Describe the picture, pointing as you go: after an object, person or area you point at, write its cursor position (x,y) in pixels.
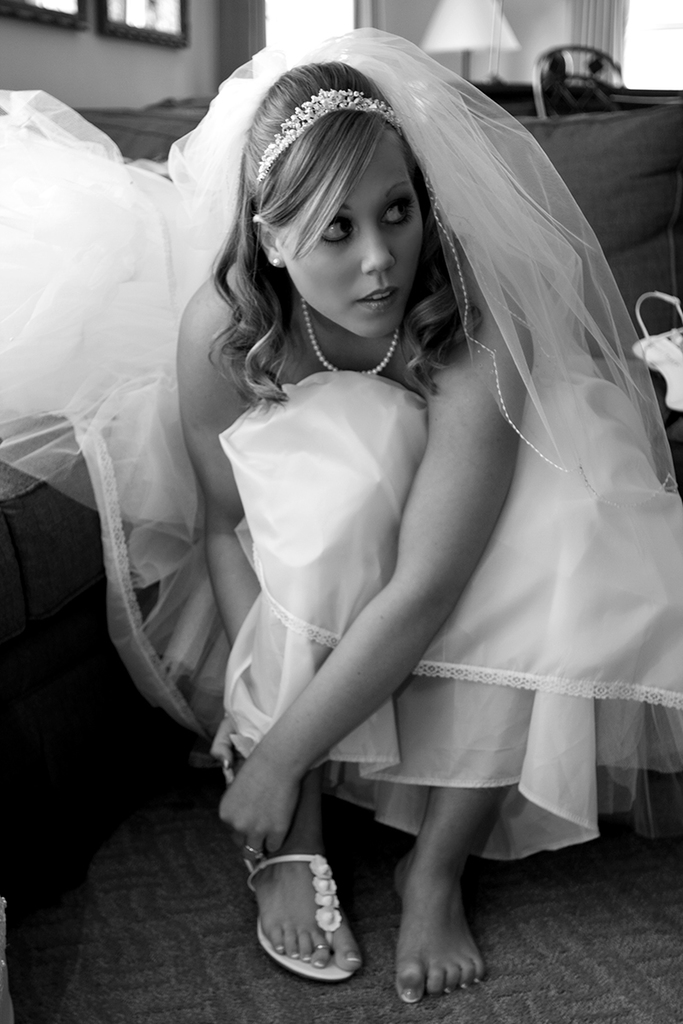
In this image I can see a woman (446,746) in squat position. In the background (571,167) I can see a sofa (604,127), lamp (454,0), photo frames (168,44) on a wall (204,11) and a curtain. This image is taken may be in a room (221,23).
